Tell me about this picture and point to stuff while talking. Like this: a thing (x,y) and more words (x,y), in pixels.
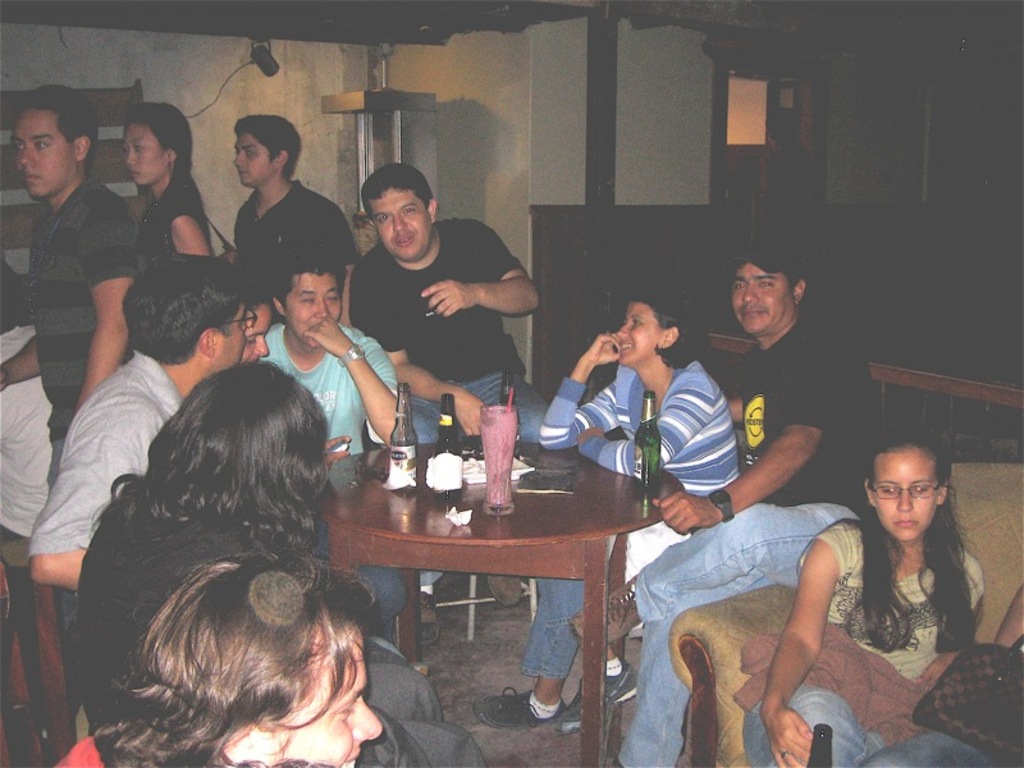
In the center of the image (614,497) there is a table (568,557). There are many people (753,569) sitting around the table (590,560). On the right (806,689) there is a girl (839,620) sitting on the sofa (749,625). There are glasses (500,479) and bottles (644,465) present on the table (577,578). In the background (482,95) there is a wall (549,105) and a door (784,127).
